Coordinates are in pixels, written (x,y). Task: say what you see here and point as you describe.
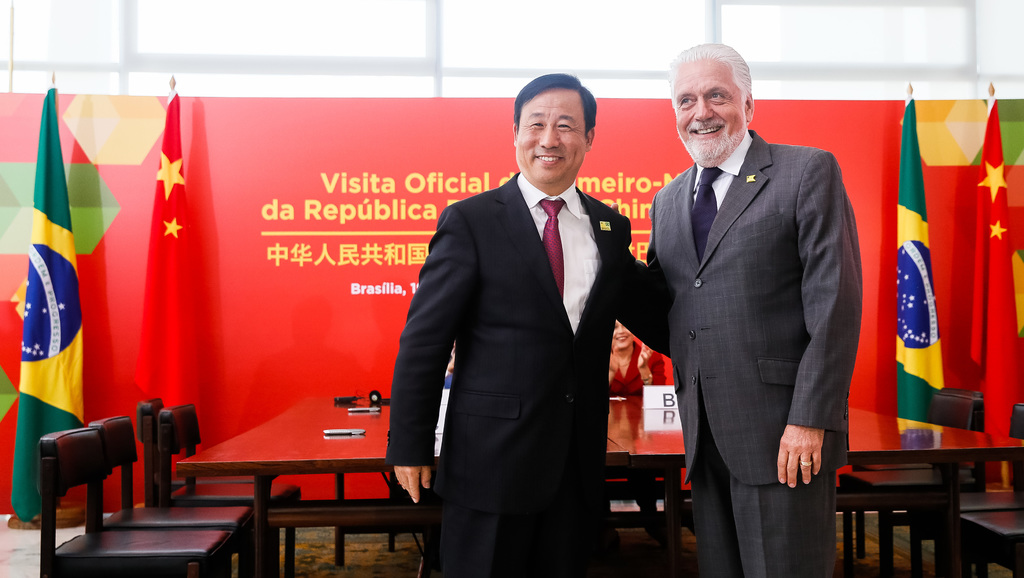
There are 2 persons (655,325) standing behind them there is a table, chairs (190,544), flag (52,283) and hoarding (807,113) and a woman (633,365) sitting on the chair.
